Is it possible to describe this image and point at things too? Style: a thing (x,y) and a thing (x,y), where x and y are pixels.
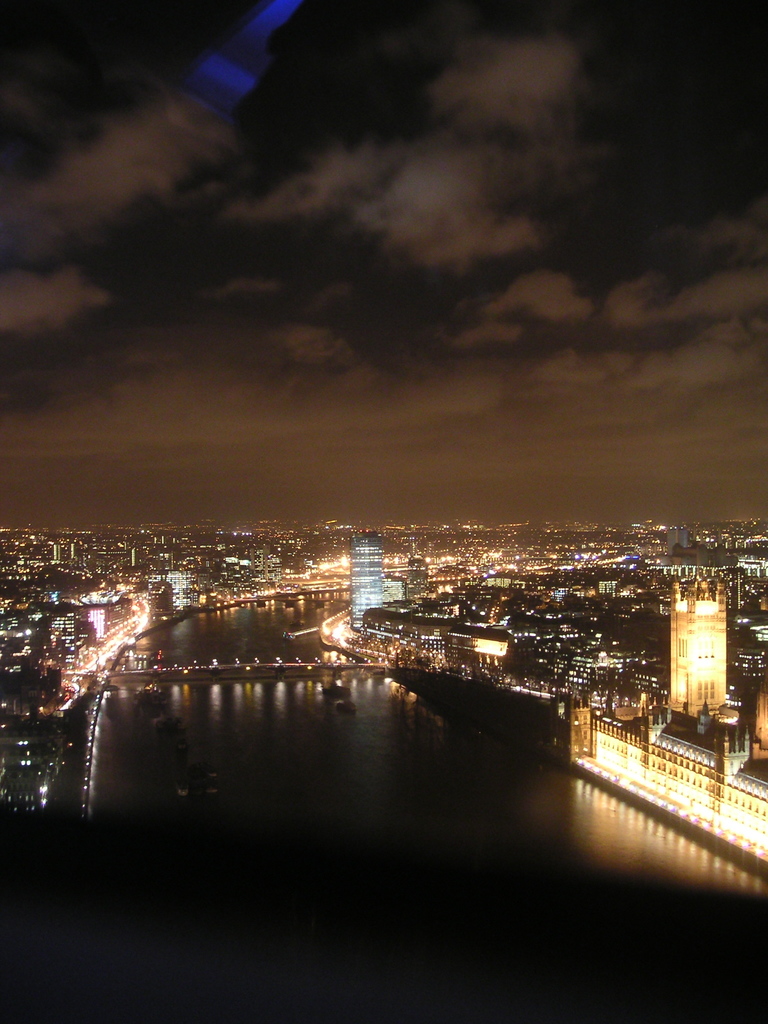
There is a city (596,683). There is water (279,812), bridge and there are buildings (513,659) on the either sides.
